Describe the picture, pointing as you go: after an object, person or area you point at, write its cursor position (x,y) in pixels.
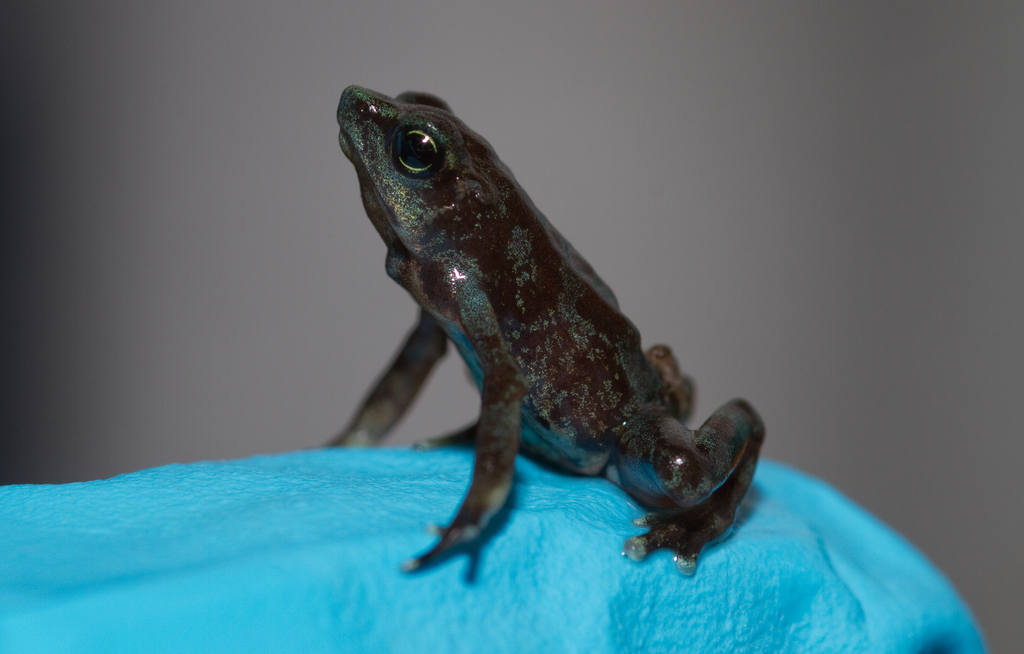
In the center of the image (474,291) there is frog (689,463).
